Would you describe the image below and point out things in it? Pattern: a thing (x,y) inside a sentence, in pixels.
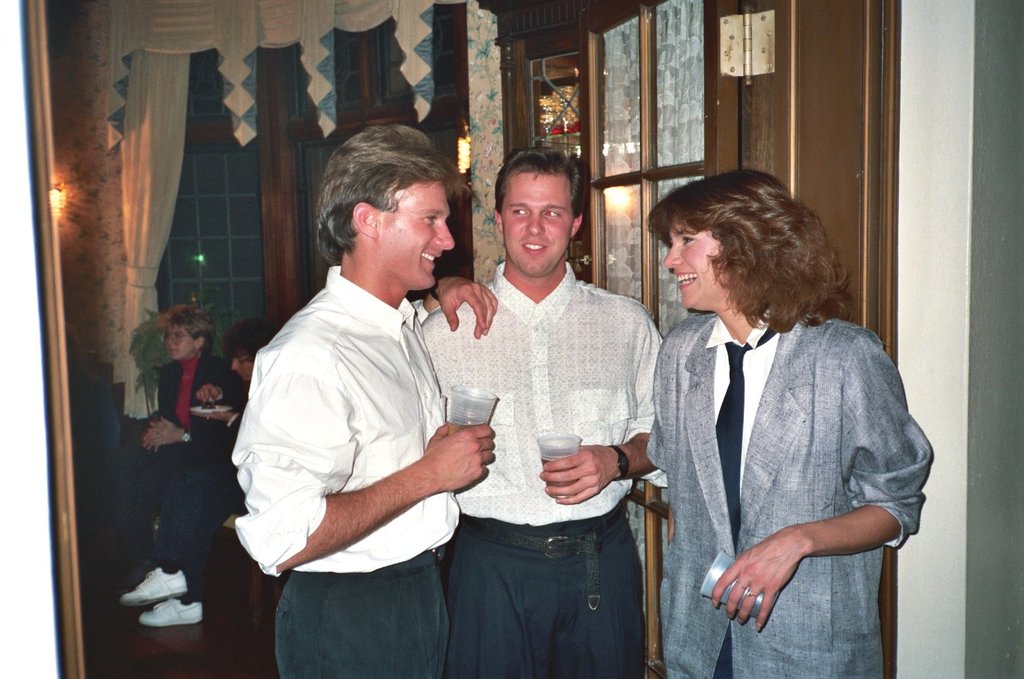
In the foreground of the picture (507,287) there are three people (632,418), door (617,267), wall (21,225) and other objects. In the background (241,51) we can see curtains (161,216), windows (221,183), light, people (168,411) and other objects (145,375).
